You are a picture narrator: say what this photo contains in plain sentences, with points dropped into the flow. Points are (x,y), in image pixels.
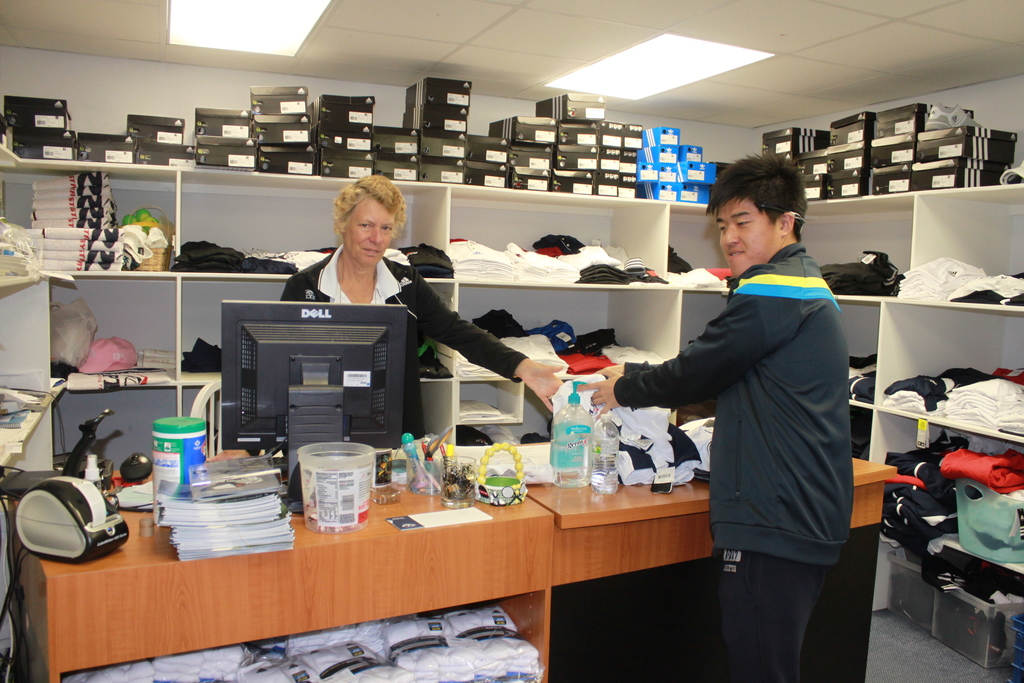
There is a table (435,536) in brown color and on that table (148,600), there are some books (215,531), a bottle (588,450) and a small objects (503,483), a man (749,476) standing and taking something from woman (372,273) standing in front of the computer (370,322), in the background (977,380) there are some shelves (250,227) in that there are clothes (559,255) and above the shelves (21,160) there are some boxes (28,148), and above that there is a roof (488,52) which is white in color.
